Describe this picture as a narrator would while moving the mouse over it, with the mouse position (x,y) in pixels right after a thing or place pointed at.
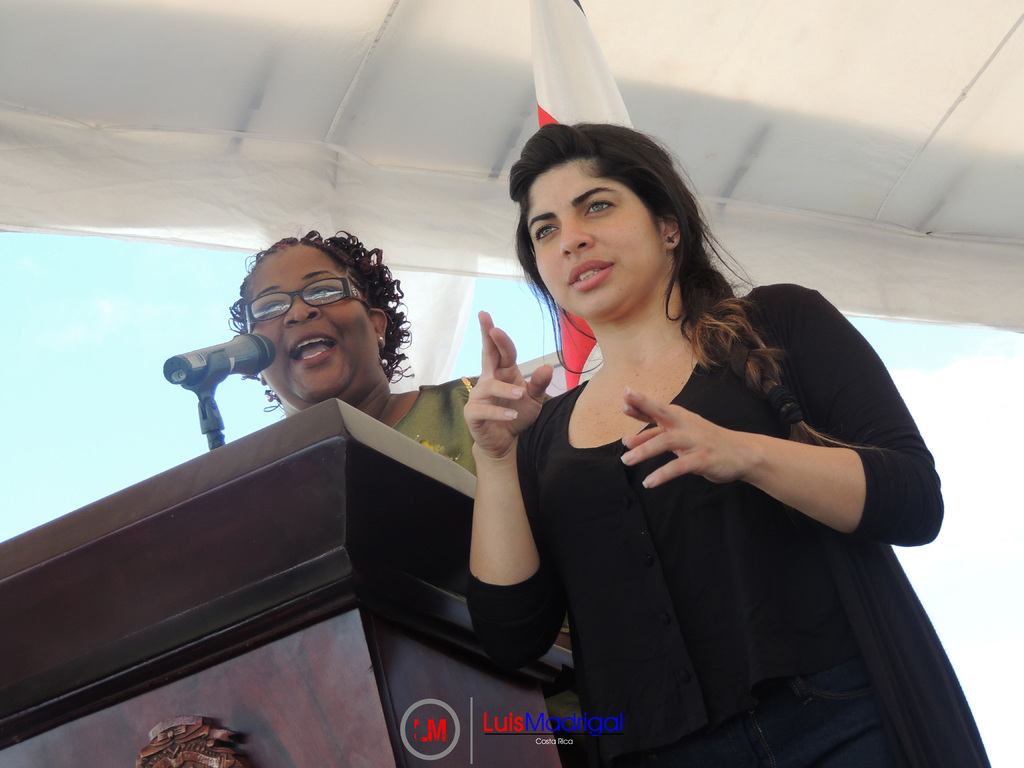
In this image we can see one white tent (1011,89), one flag (578,32) behind the human (619,434), two women (596,424) standing near the podium (235,513), one podium (217,466), one object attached to the podium (231,495), one microphone (198,393) attached to the podium (378,733), one woman (351,393) with spectacles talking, some text (439,733) on the bottom of the image (454,738), two white objects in the background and there is the sky (29,394) in the background (470,331).
